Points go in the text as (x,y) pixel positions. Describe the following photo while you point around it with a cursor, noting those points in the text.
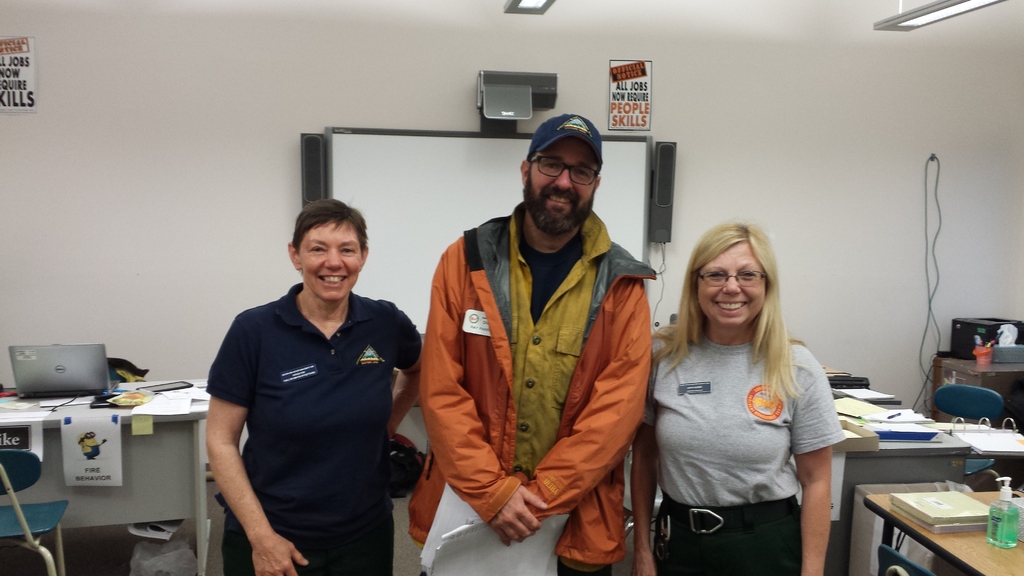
In this image we can see this three people (640,345) are standing. In the background (104,438) we can see laptop (105,383) and papers (167,407) on table (175,422). Also we can see monitor (440,211), speakers (316,171) and lights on ceiling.
